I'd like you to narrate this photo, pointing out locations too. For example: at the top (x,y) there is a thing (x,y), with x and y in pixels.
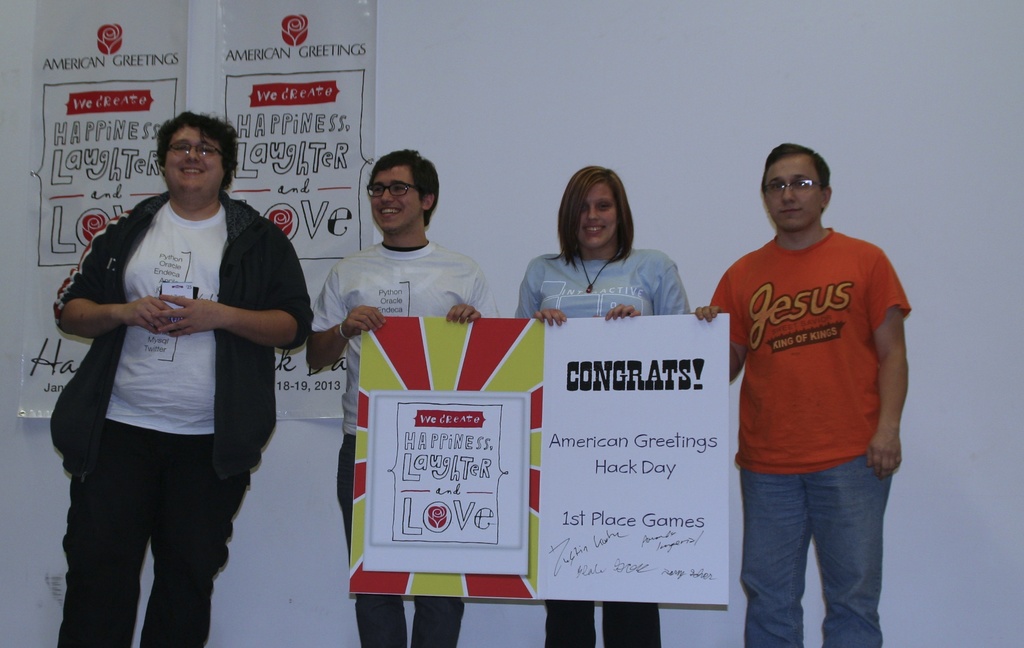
In this I can see in the middle (369,277) 2 persons (542,308) are standing and smiling and also holding the boards (527,421) in their hands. On the left side (202,199) a person (193,302) is smiling, this person (211,337) wore a white color t-shirt (211,337), behind this person (170,266) there are white color banners (239,175). On the right side (857,383) there is a man (890,387), he wore orange color t-shirt (836,394).
